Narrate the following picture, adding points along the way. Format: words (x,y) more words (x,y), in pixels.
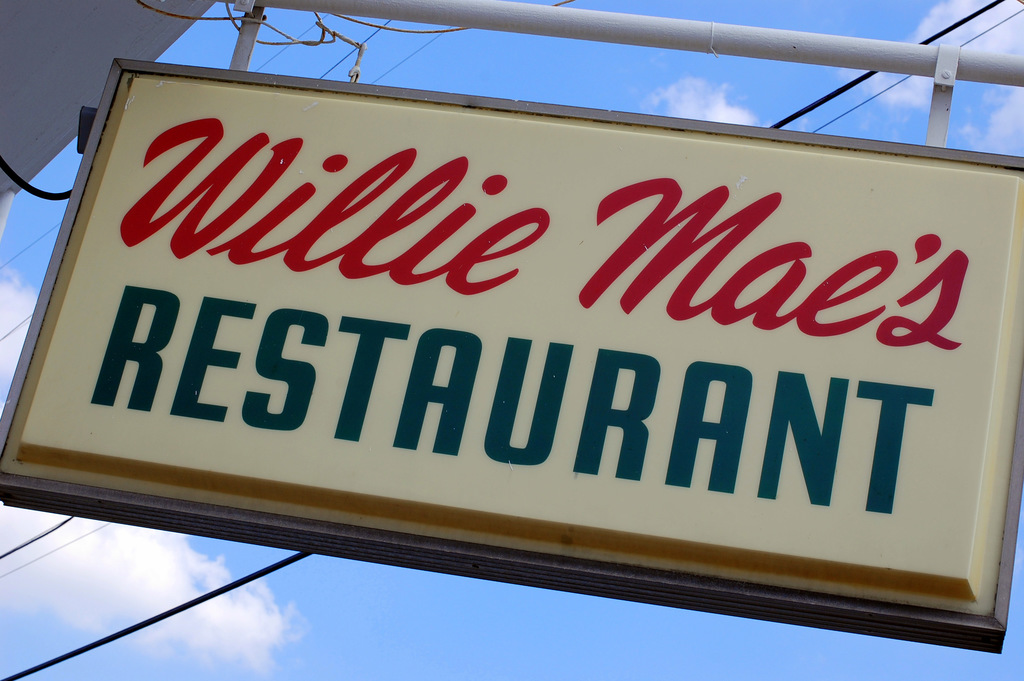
In this image there is a name board (967,508) of the restaurant (243,249) hanging to the pole (996,58), behind that there are some cables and clouds (240,658) in the sky (240,658).
